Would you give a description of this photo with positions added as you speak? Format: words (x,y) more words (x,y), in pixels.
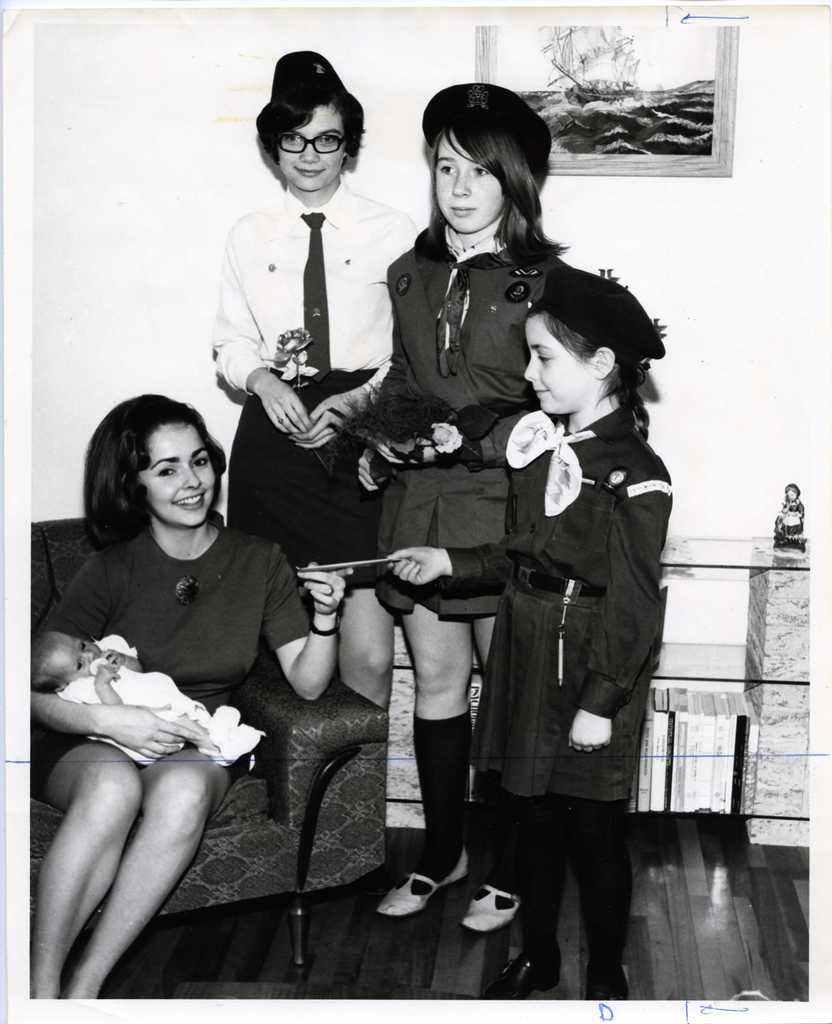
In this image we can see a person (228,691) sitting on a couch (255,700) and carrying a baby (188,698). There is a photo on the wall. We can see few people (449,498) standing and holding few objects (386,433) in their hands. There are few objects (743,762) placed on the rack (758,724) at the right side of the image (708,761).
